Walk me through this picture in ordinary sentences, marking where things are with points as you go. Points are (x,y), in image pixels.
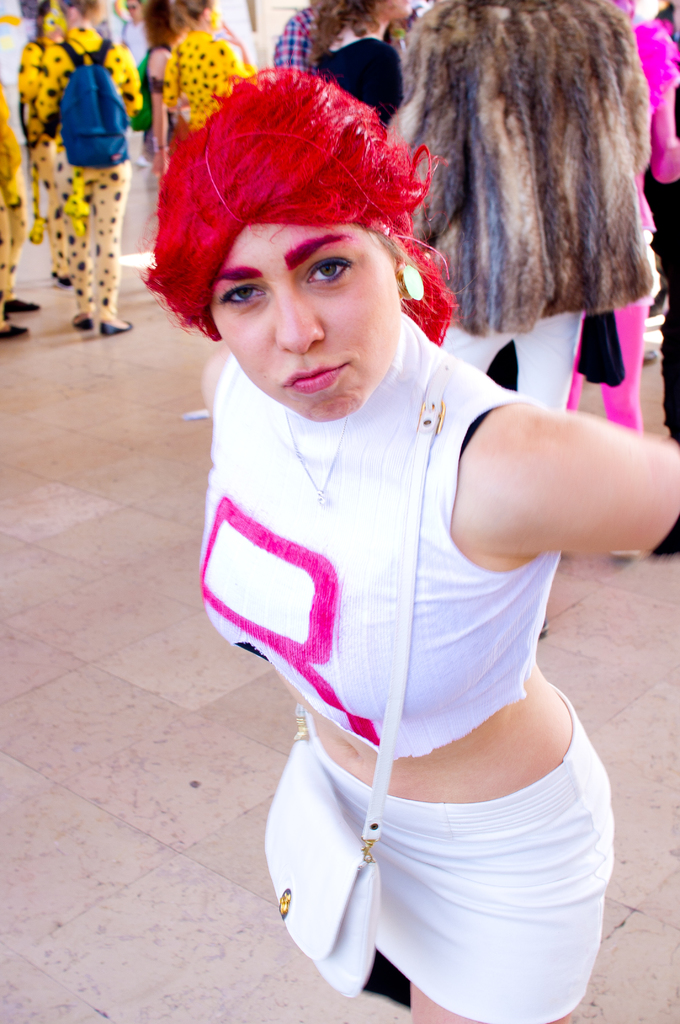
In this image I see a woman (318,319) who is wearing white dress (323,468) and I see that she is wearing a bag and I see the path (28,313). In the background (7,305) I see few more people (13,259) who are wearing different costumes (458,173).
